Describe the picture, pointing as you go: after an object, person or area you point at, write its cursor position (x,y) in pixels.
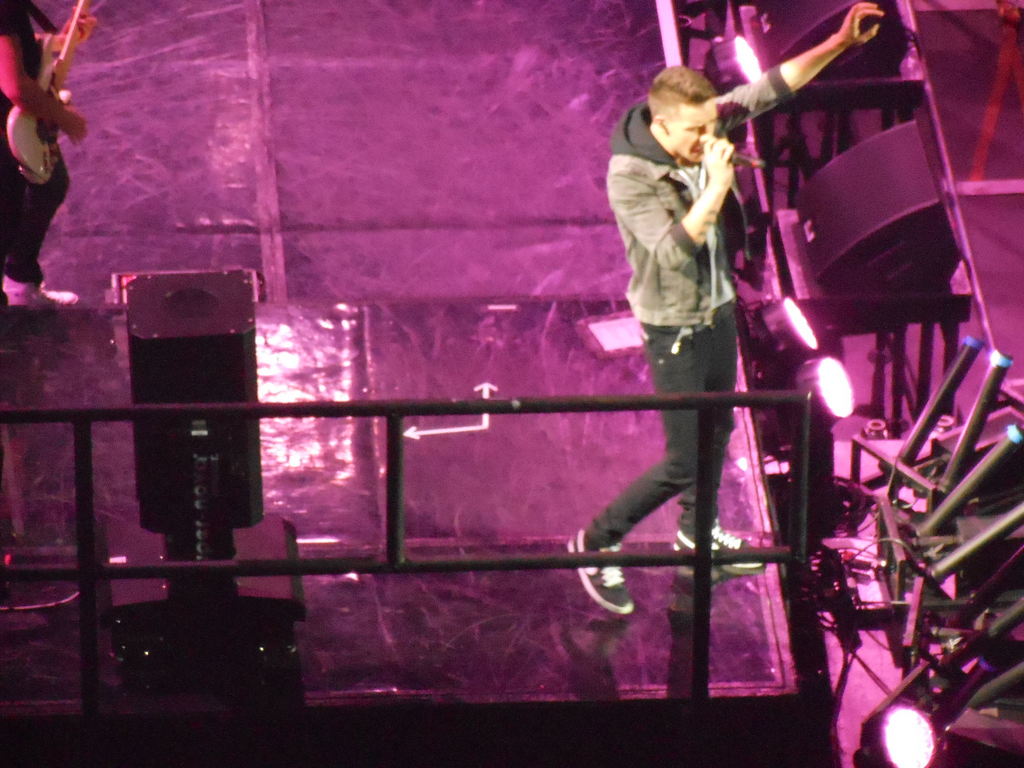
In this image we can see a person (590,584) standing on the right side (807,68) and he is holding a microphone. There is a person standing on the top left (65,29) and he is playing a guitar (35,137).
